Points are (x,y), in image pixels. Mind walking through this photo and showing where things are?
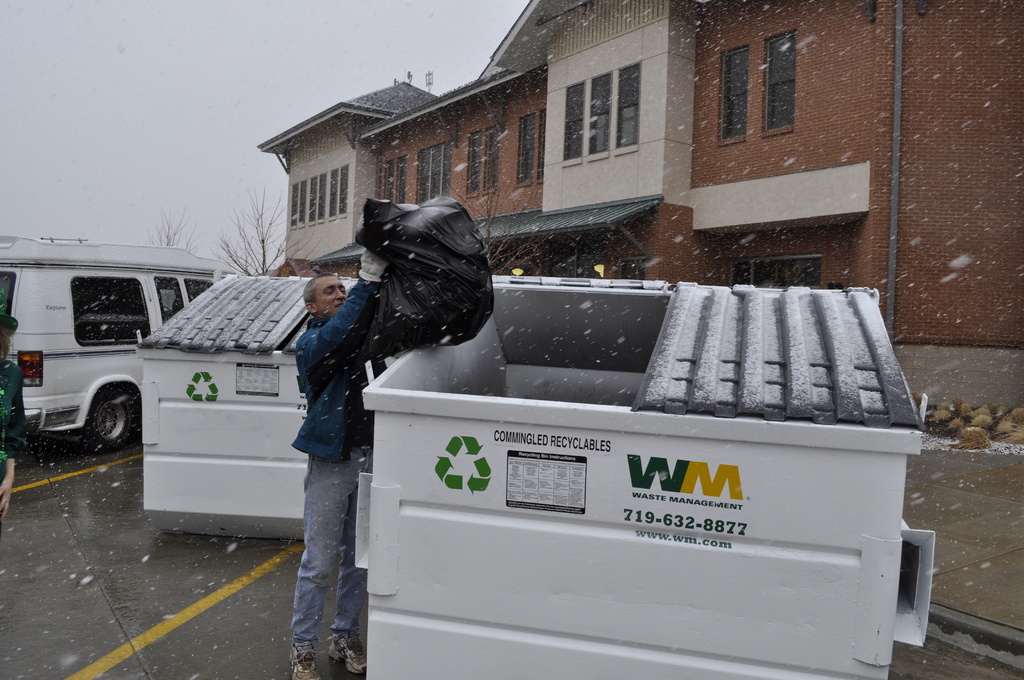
Here we can see a man (369,433) holding a plastic cover (445,335) with his hands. There are bins (180,376) and a vehicle (110,417) on the road (95,479). In the background (539,196) there are houses (844,220), windows (540,123), trees (265,261), and sky (181,167).
